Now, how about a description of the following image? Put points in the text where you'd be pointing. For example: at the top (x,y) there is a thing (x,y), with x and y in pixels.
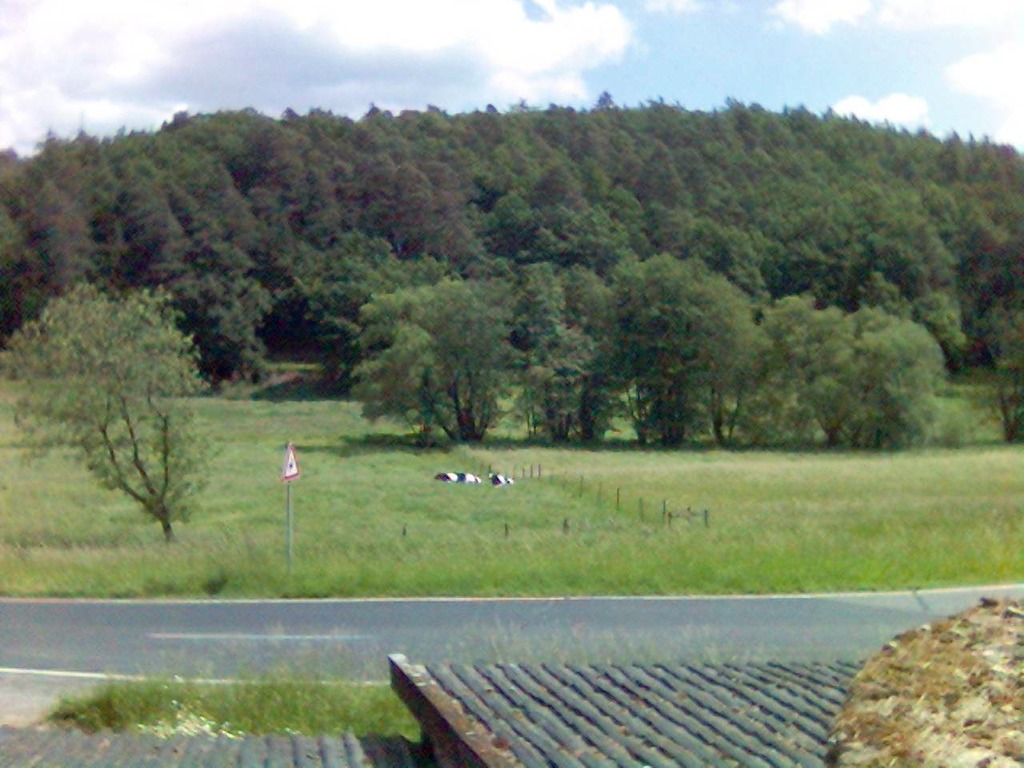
In this picture, we can see a few trees (616,328), ground (613,538) covered with grass (682,495), poles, signboard (286,523), road (37,646), an object (510,764) on the surface (528,767) at the bottom (757,701) and the sky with clouds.
